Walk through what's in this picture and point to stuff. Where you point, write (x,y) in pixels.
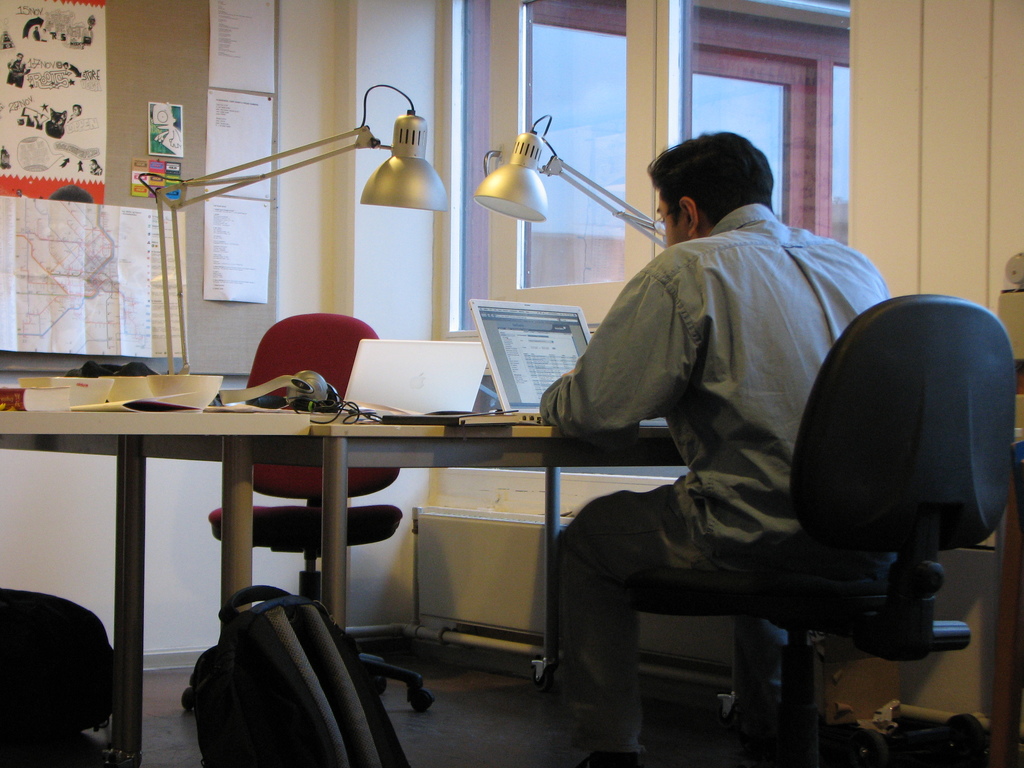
In this image I can see a person (730,481) wearing grey colored dress (701,460) is sitting in a chair (840,627) in front of a desk (342,424) and on the desk (356,424) I can see few laptops (504,367), few papers (151,406), two lights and few other objects (306,381). I can see a bag (275,659), a chair (300,490), the wall (197,626), a light (181,337) and the window (645,156) through which I can see the sky (618,111).
